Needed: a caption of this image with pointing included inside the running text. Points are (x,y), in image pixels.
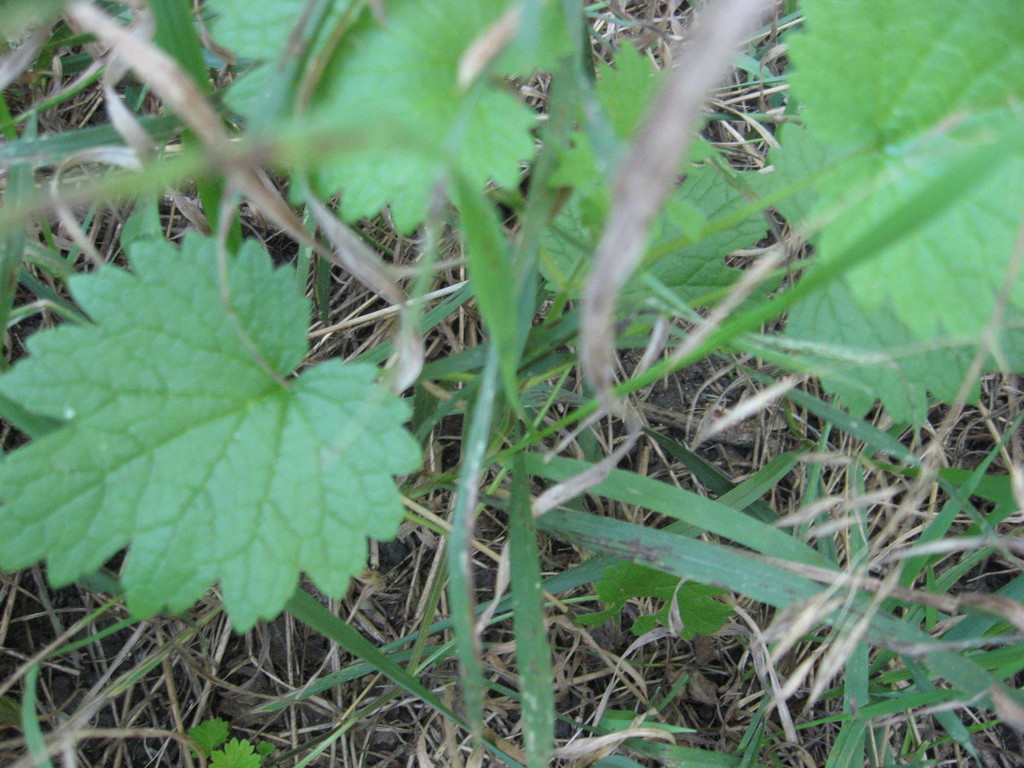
In this image we can see the dried grass (897,527) and leaves (581,222) of the plant (509,147).
